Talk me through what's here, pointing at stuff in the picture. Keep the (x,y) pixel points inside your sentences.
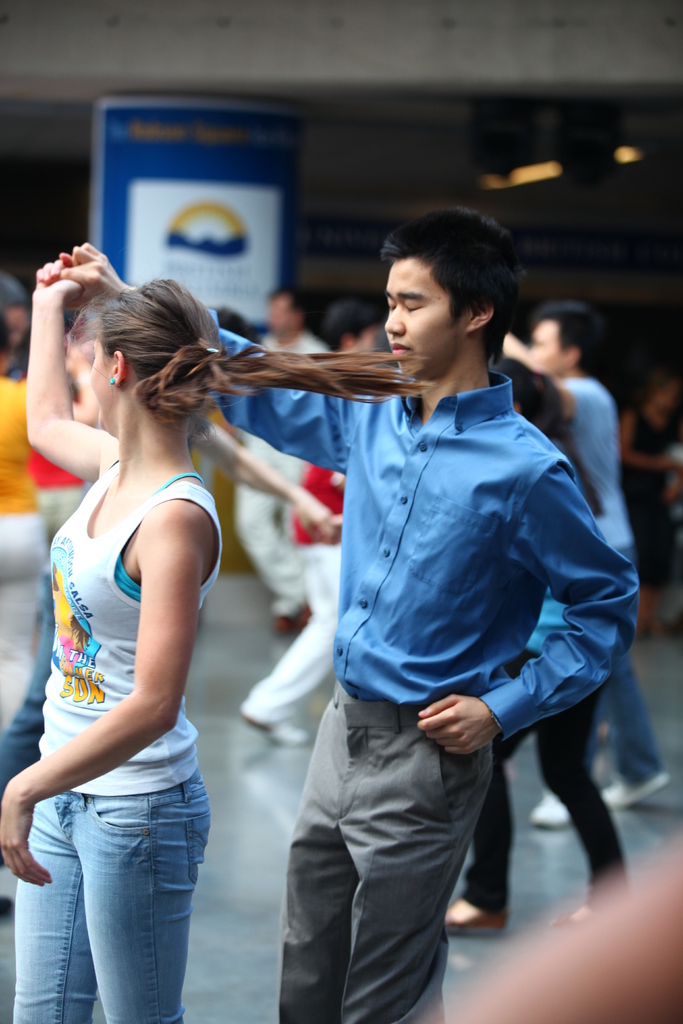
In this image we can see the people (279,356) dancing on the floor (265,636). In the background (200,129) we can see the banner (228,107), ceiling (319,163) and also the lights (542,172).
